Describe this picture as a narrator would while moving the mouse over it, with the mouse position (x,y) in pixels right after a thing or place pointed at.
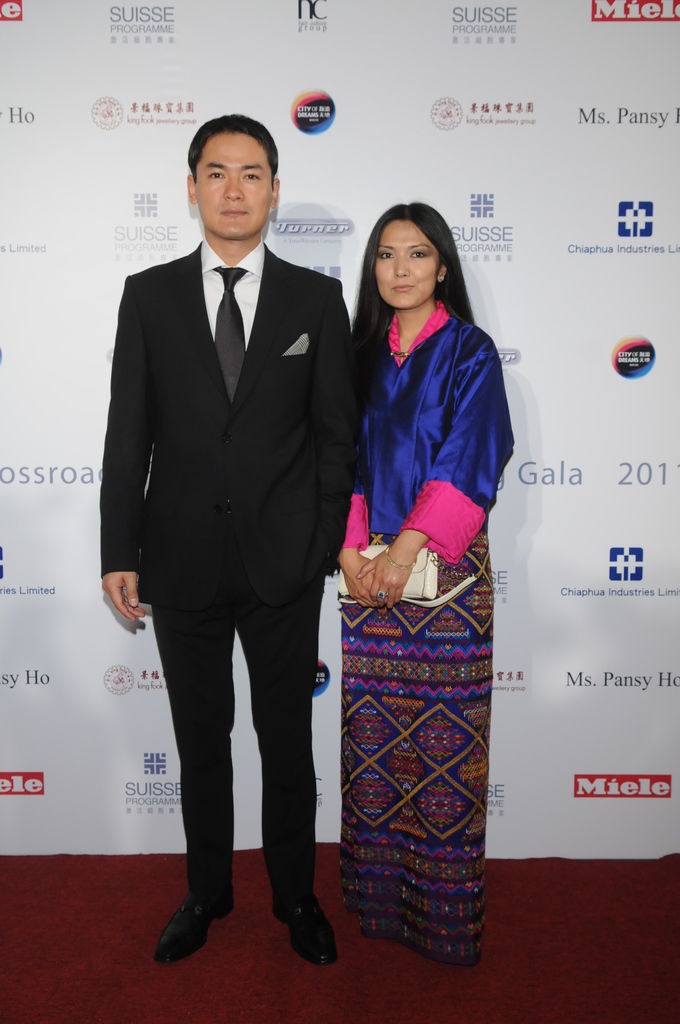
In this image there are two people (287,542) standing. There is a red color carpet (314,999). There is a white color background (635,546) with the text (659,792).
